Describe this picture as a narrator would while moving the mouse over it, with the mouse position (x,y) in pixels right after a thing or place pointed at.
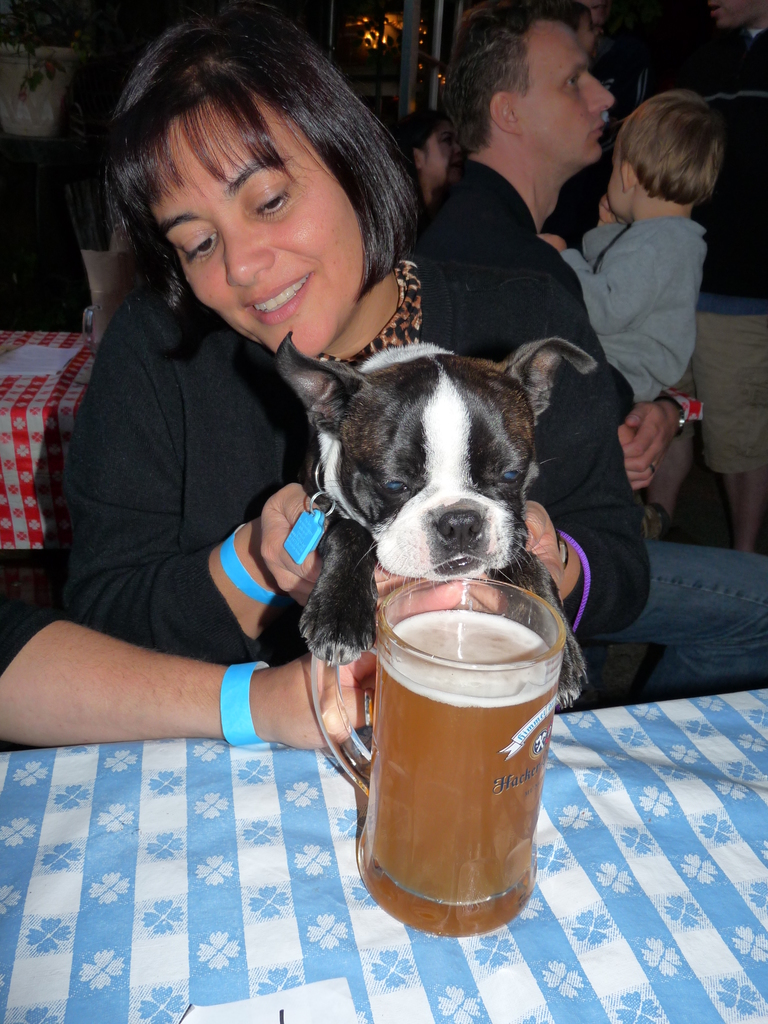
This picture shows a woman (335,266) holding a dog (425,455). Dog (437,460) is looking at a drink (484,704), we can see a man (529,266) carrying a baby (650,221) in his hands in the background (646,240), we can see cloth (45,441) here, tissues (42,364) here.
